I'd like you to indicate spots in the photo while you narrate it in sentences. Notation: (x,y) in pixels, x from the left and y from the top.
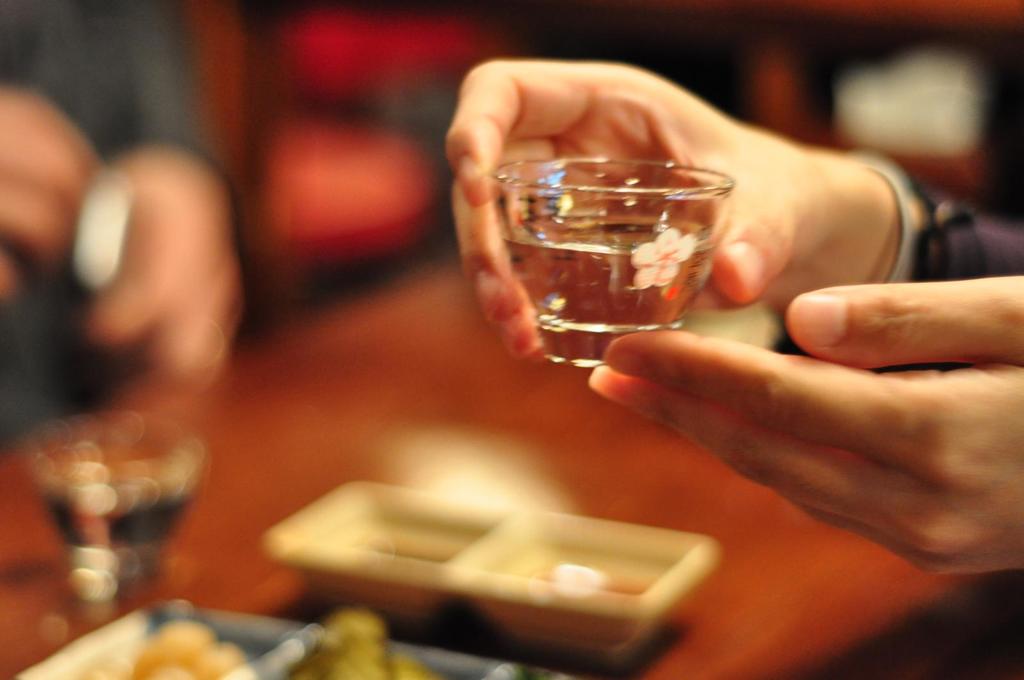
In this image in the foreground (589,289) there is one person (796,360) who is holding a glass (592,214), and in the background (297,384) there is a table (384,429). On the table (783,520) there is glass (147,486) and some bowls (378,545), and there is one person (95,164) and the background (275,97) is blurred.
